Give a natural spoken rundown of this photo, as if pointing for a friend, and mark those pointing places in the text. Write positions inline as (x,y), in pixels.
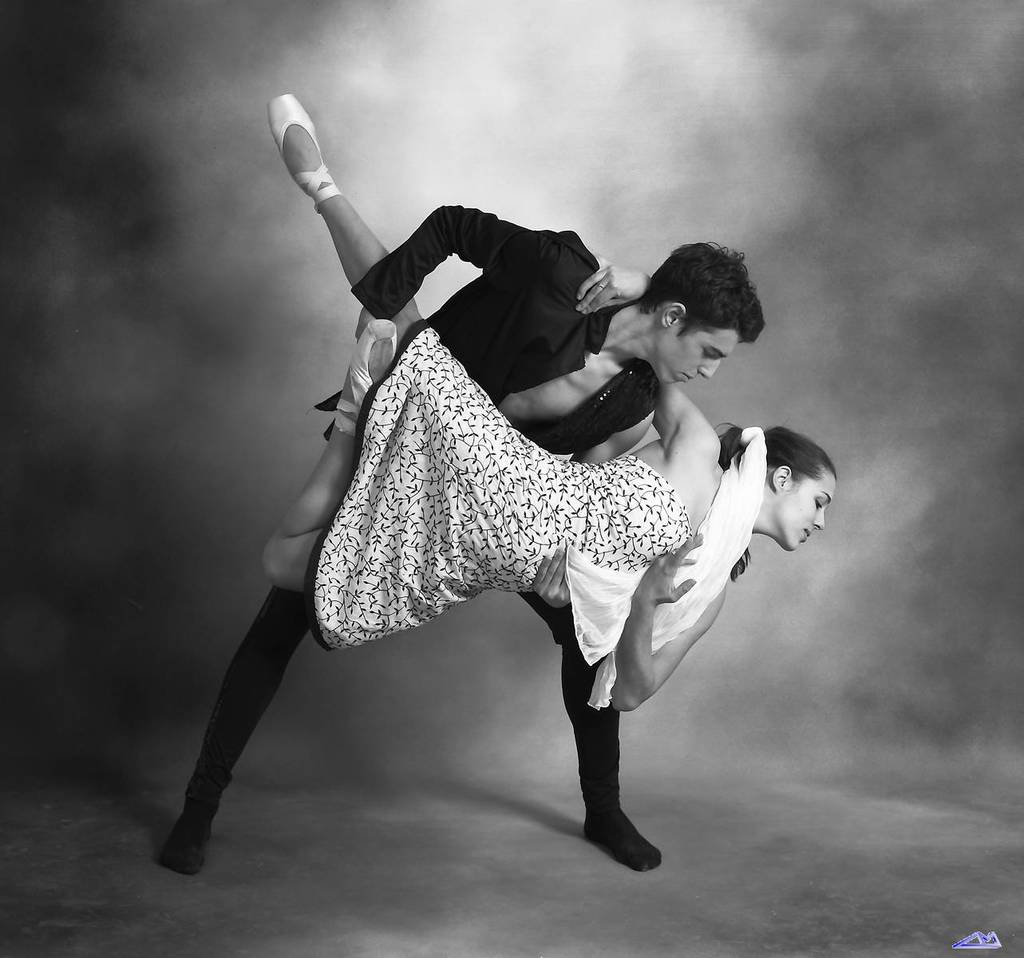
This is a black and white image and here we can see a man (521,307) holding a woman (437,553) and in the background (561,212), there is smoke (801,589). At the bottom (982,946), there is a logo (966,939).
